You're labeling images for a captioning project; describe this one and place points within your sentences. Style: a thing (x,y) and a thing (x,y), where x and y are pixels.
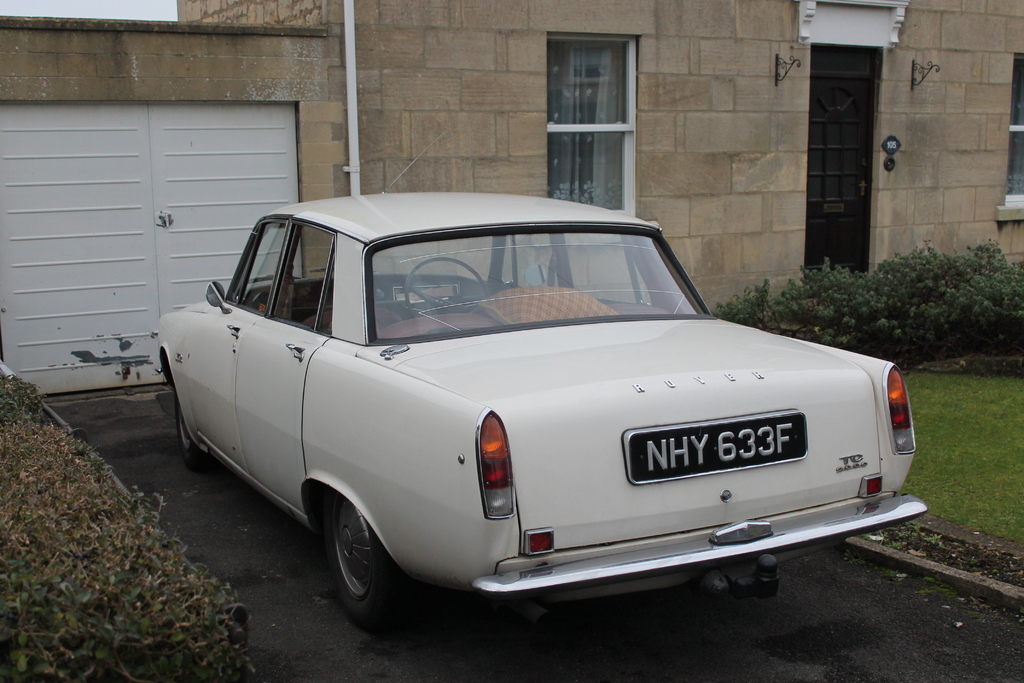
In this picture we can see a vehicle (532,571) on the road (313,600) and in the background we can see a building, plants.
